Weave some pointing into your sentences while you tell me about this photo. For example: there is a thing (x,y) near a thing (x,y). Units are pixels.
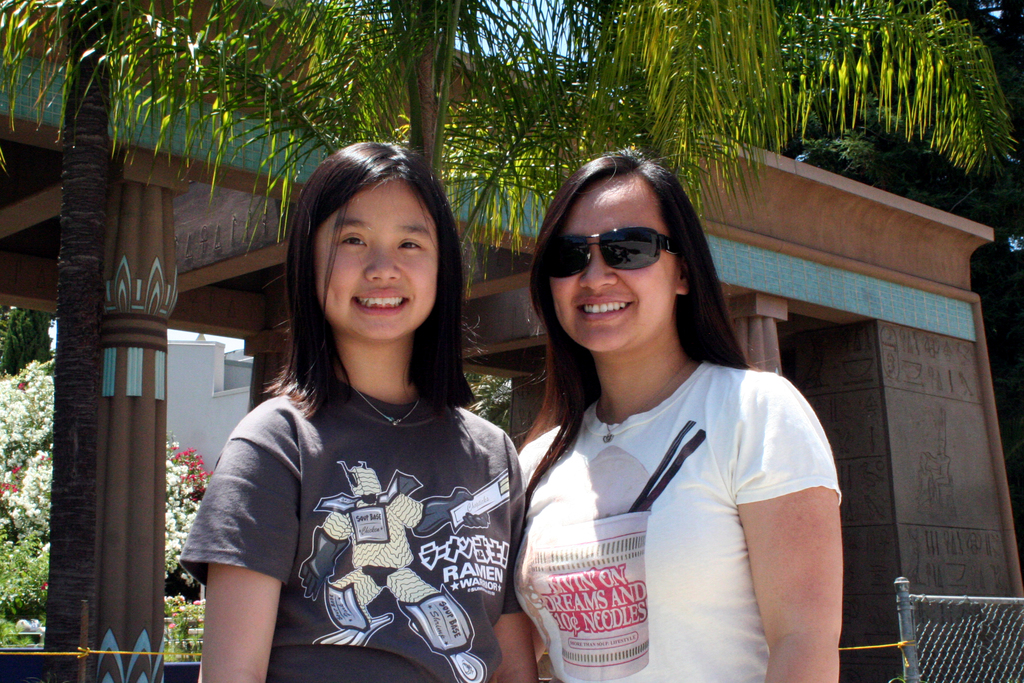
In this image we can see two persons (566,571) standing and smiling, among them one person (592,279) is wearing goggles (603,249), behind them, we can see a building (907,372), there are some pillars (130,493), flowers (41,405), trees (484,198) and plants (32,415), also we can see the sky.
